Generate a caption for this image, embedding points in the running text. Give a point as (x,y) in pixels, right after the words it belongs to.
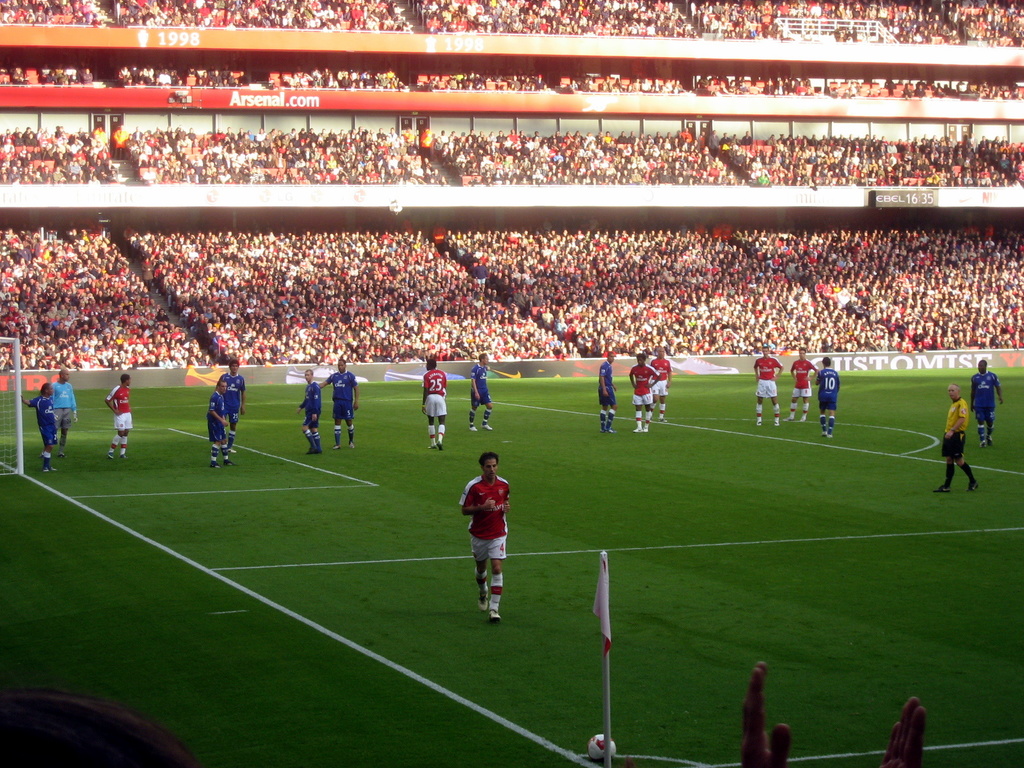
At the top of the image (298,137) we can see spectators (420,264). At the bottom of the image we can see persons (501,487) standing in the sports ground (559,475), flag (600,587), flag post (609,709) and a sports net (8,415).
